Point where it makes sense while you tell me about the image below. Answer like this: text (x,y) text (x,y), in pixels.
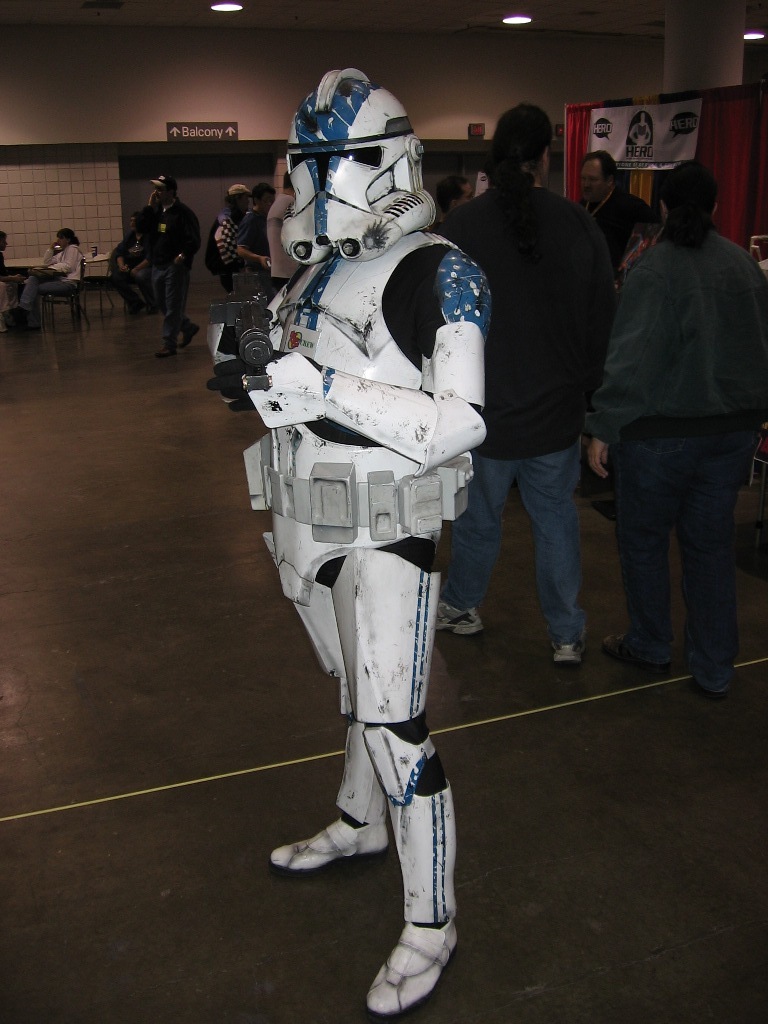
In this image there is man (424,494), he is wearing a fashion dress (365,395), behind him there are persons (526,235) walking.
